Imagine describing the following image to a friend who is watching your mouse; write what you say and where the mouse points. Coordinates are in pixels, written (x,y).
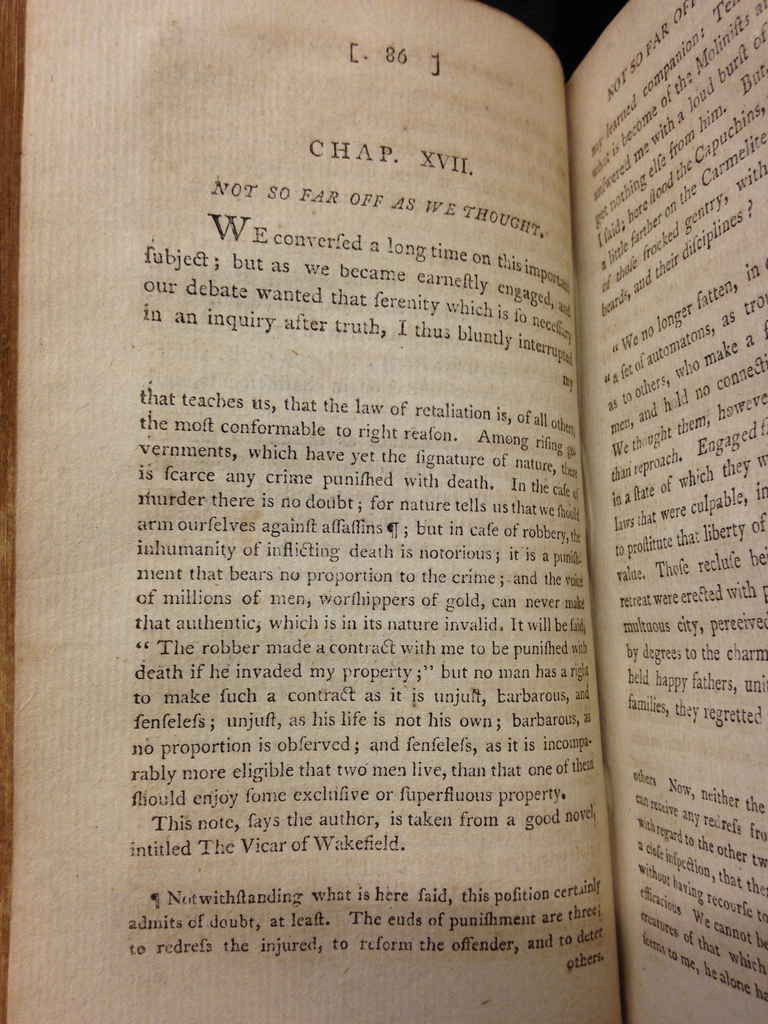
In the foreground of this image (544,371), there is a book (374,713) and text (482,533) on it.
